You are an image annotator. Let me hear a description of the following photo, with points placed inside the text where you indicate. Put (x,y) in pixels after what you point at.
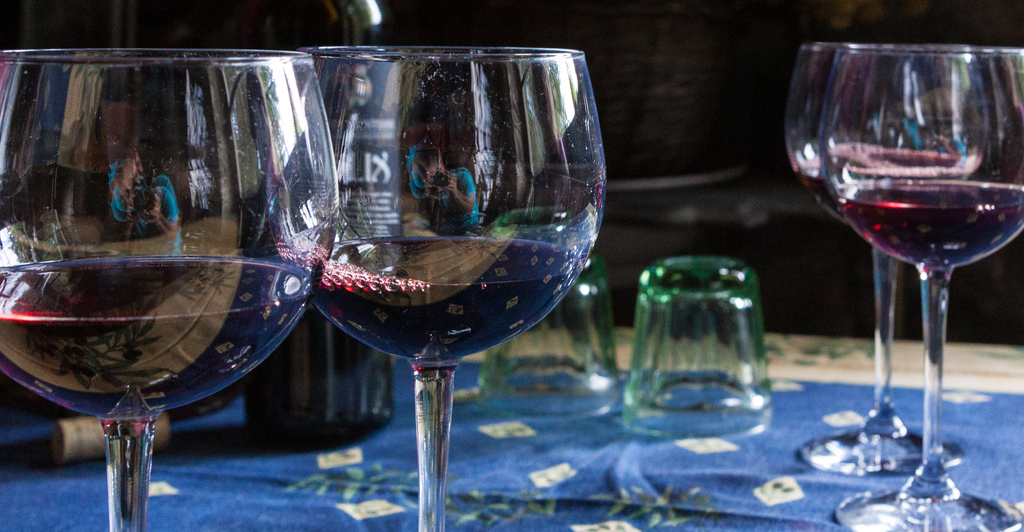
In this image, we can see glasses (252,201) some are containing liquid (360,334) and we can see a bottle (370,396) and a cap (90,438) are placed on the table (582,496).
